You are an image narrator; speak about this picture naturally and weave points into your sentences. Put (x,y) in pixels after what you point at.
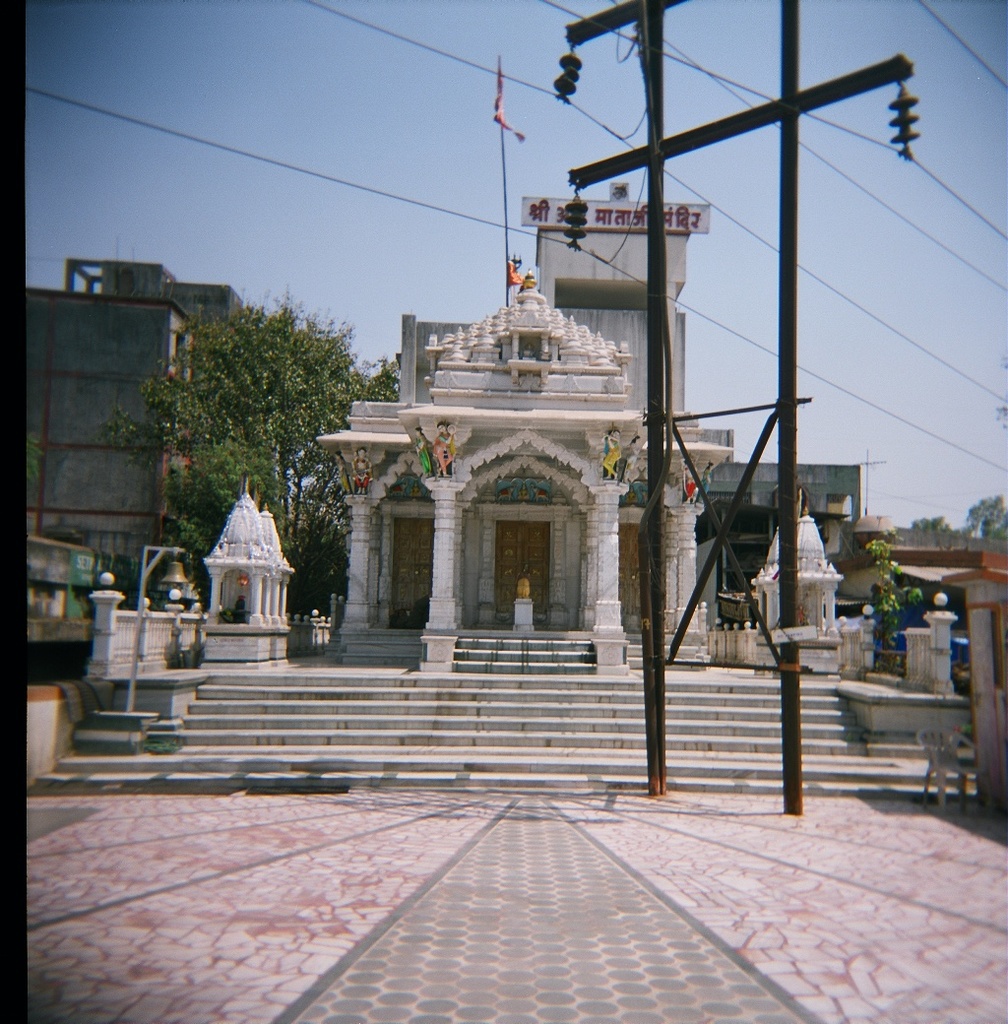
In this picture in the center (363,422) there is one temple (677,486), and in the foreground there are two poles (658,65) and some wires (768,242). In the background (858,480) there are some buildings (873,517), pole (506,219) and flags (497,106). In the center (375,677) there are some stairs (558,711), at the bottom (519,837) there is a walkway (820,859). On the right side (940,761) there is one chair (939,743).
